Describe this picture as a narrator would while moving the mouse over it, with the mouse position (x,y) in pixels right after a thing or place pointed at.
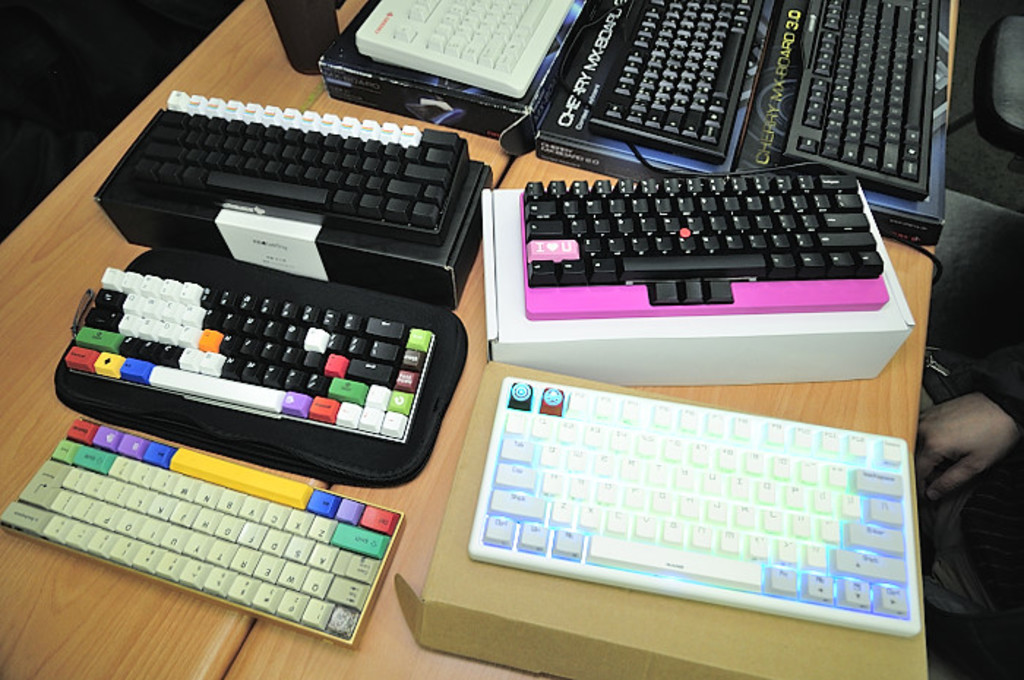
As we can see in the image there is a table (52,322). On table (61,327) there are some keyboards (711,96).
